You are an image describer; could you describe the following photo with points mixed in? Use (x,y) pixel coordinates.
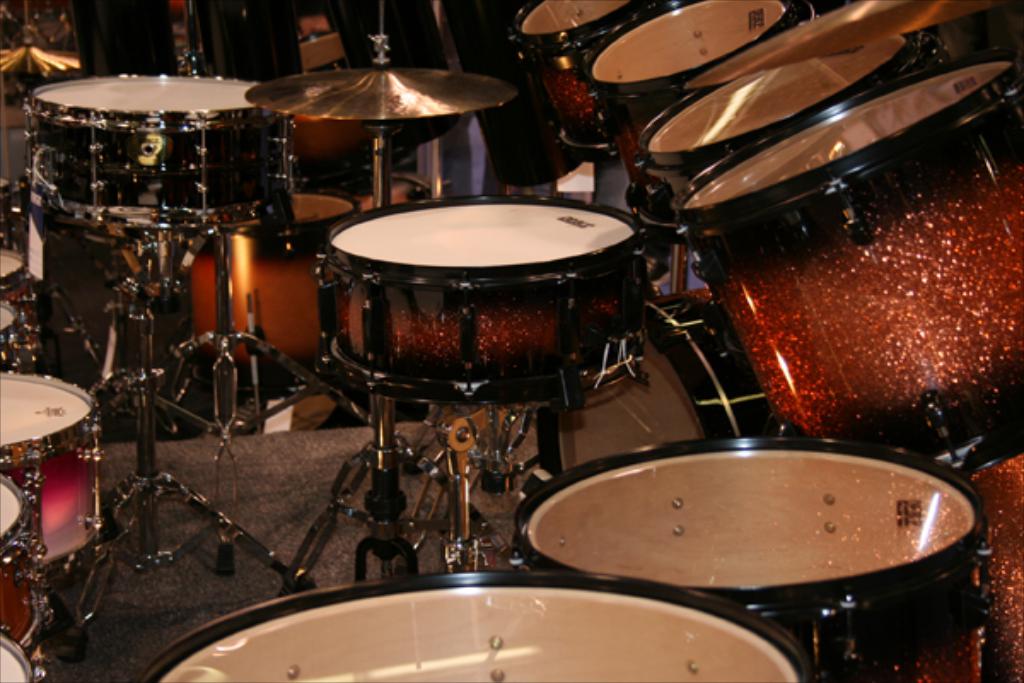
In this image I can see few musical instruments (510,265) and they are in white, black and brown color.
